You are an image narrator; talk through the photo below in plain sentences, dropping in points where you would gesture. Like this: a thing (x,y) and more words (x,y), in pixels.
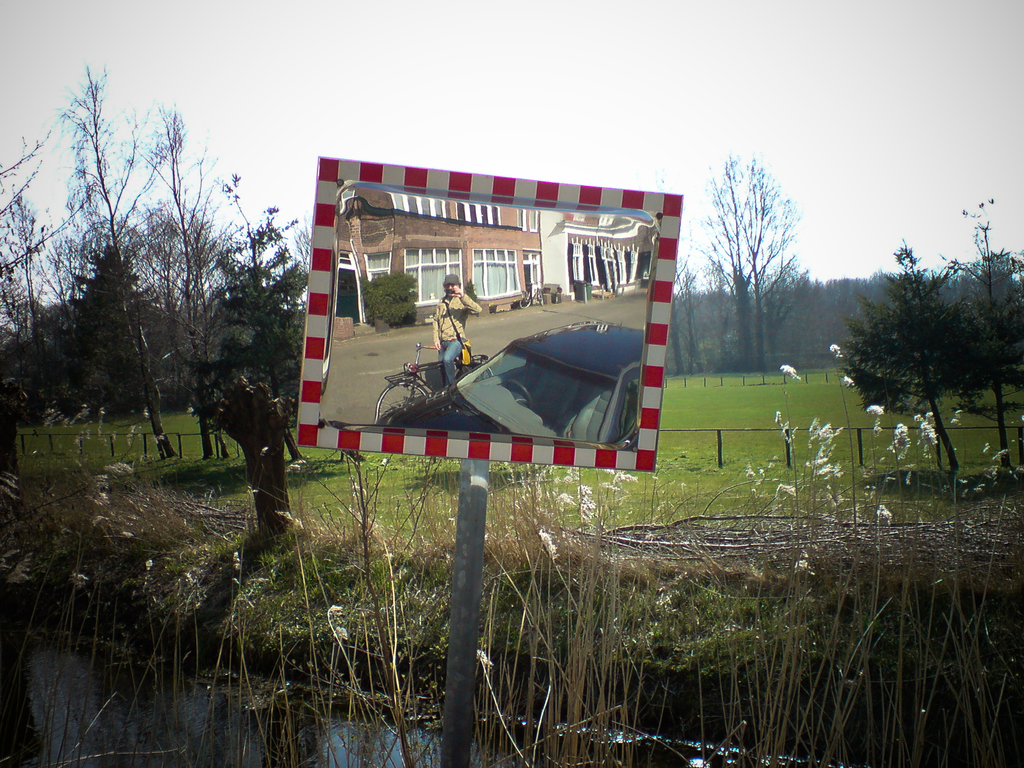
In the foreground of the image (311,408), we can see a pole (471,490) and board (494,444). On the board (503,315) we can see buildings (416,267), car (495,413), person (467,295), bicycle (418,379) and road (402,357). In the background of the image (848,464), we can see grassy land (765,495), fence (721,449), grass (745,443) and trees (153,326). At the top of the image (710,45), we can see the sky (522,42).
